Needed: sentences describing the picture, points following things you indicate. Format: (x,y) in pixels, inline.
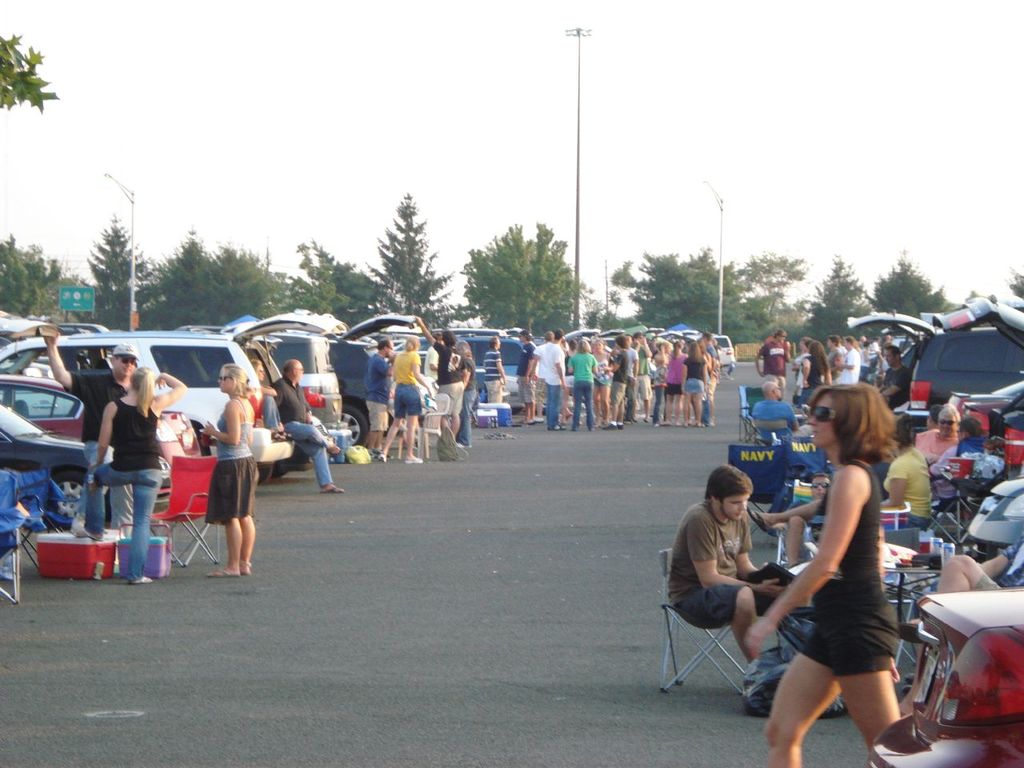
In this image I can see people (894,672) where few of them are sitting on chairs (32,477) and rest all are standing. I can also see number of vehicles (330,336), trees (837,287), a sign board (84,308) and few poles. Here I can see few containers (48,559).
